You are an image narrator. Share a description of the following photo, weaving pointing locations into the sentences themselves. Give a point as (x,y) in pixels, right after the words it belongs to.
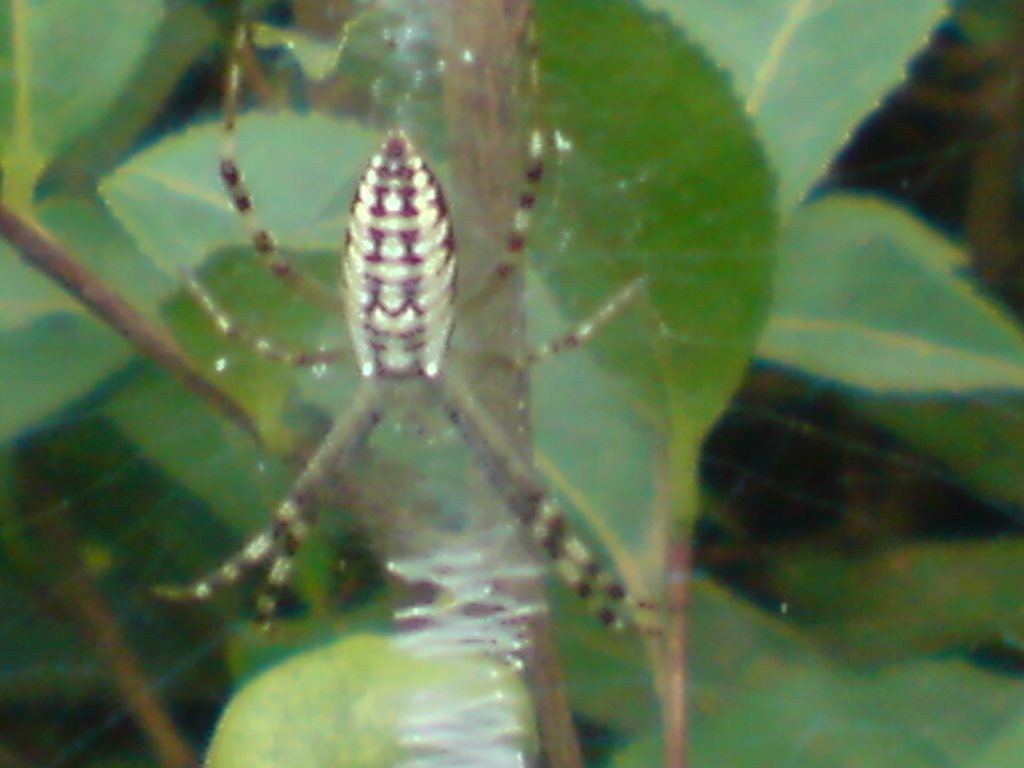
In the center of the image (363,268) we can see a spider (490,445). In the background (157,174) there are leaves (641,331).
